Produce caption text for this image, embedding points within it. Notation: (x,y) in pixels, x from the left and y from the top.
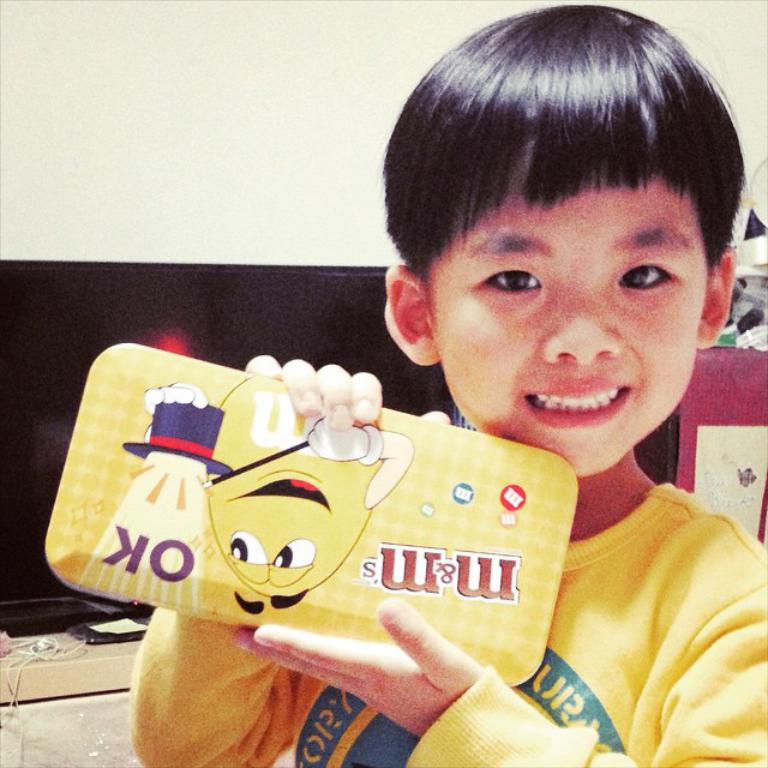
In the center of the image (477,353) we can see one kid (660,494) is smiling and holding one box (483,507). In the background (311,202) there is a wall (313,159), one black color object (339,268) and a few other objects (760,360).
